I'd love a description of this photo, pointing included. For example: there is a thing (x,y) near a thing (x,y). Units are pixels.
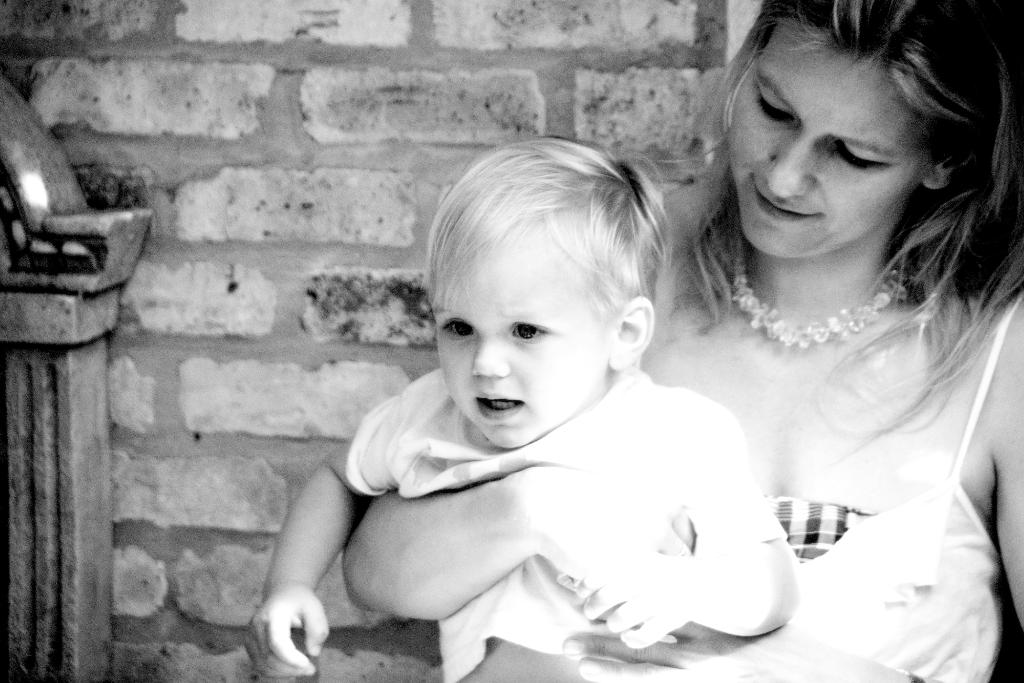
This is a black and white image in this image there is one women (881,447) who is holding one boy (673,486), and in the background (129,577) there is wall (140,483).
